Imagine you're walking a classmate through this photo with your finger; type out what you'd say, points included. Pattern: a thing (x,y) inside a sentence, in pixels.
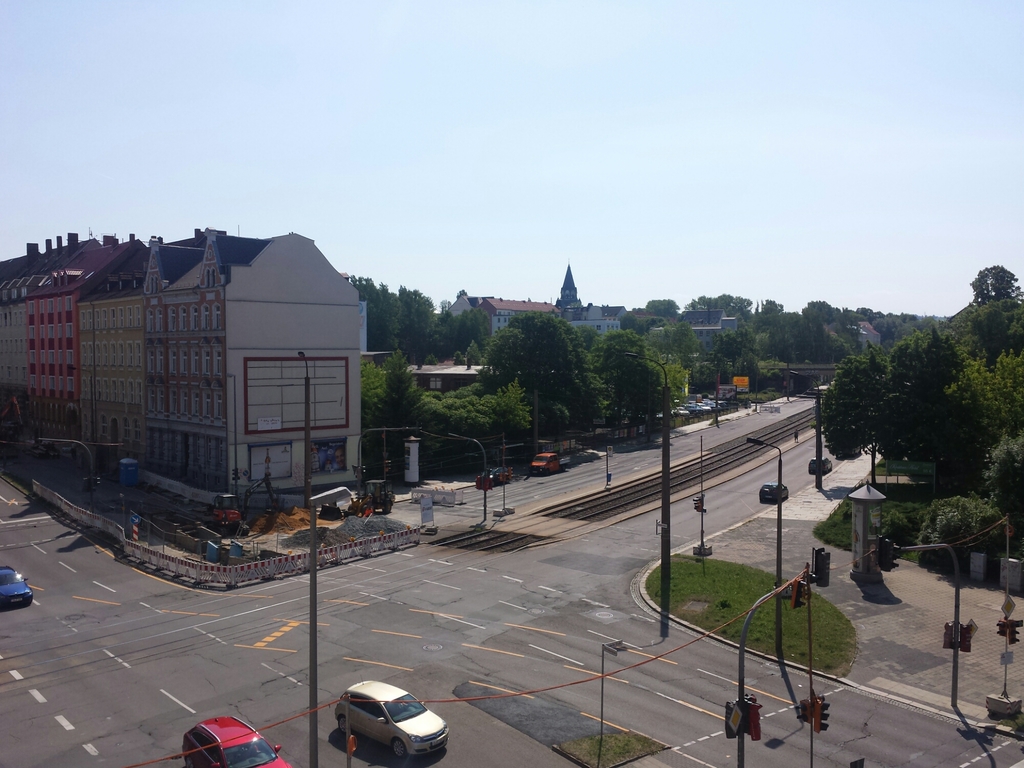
In this image there are cars (233,727), roads (319,614), traffic lights (699,508), lamp posts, sign boards (911,463), advertising columns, fences (175,557), sand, concrete (341,537), stones (379,522), trees (540,399) and buildings (437,382).
